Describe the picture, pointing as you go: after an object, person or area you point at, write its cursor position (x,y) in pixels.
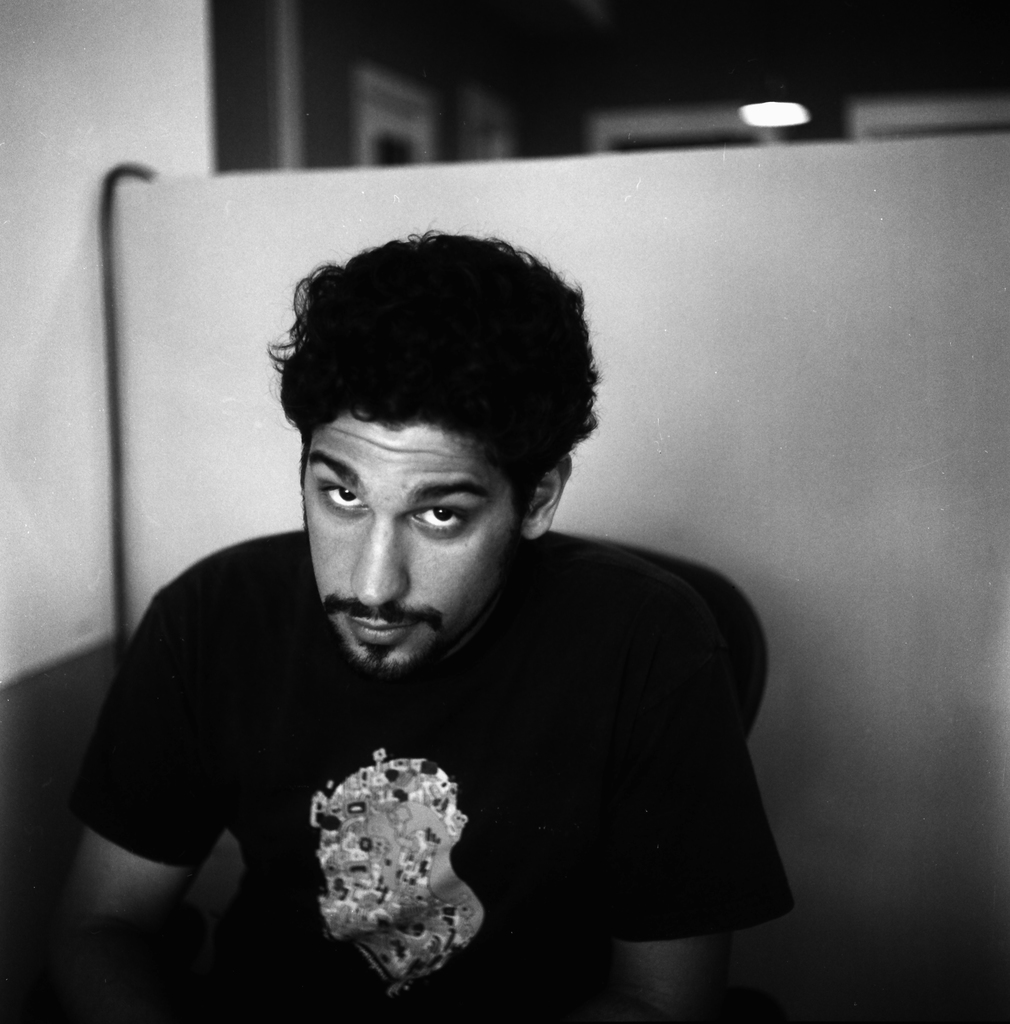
In this image I can see the person (424,976). In the background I can see the light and the image is in black and white.
